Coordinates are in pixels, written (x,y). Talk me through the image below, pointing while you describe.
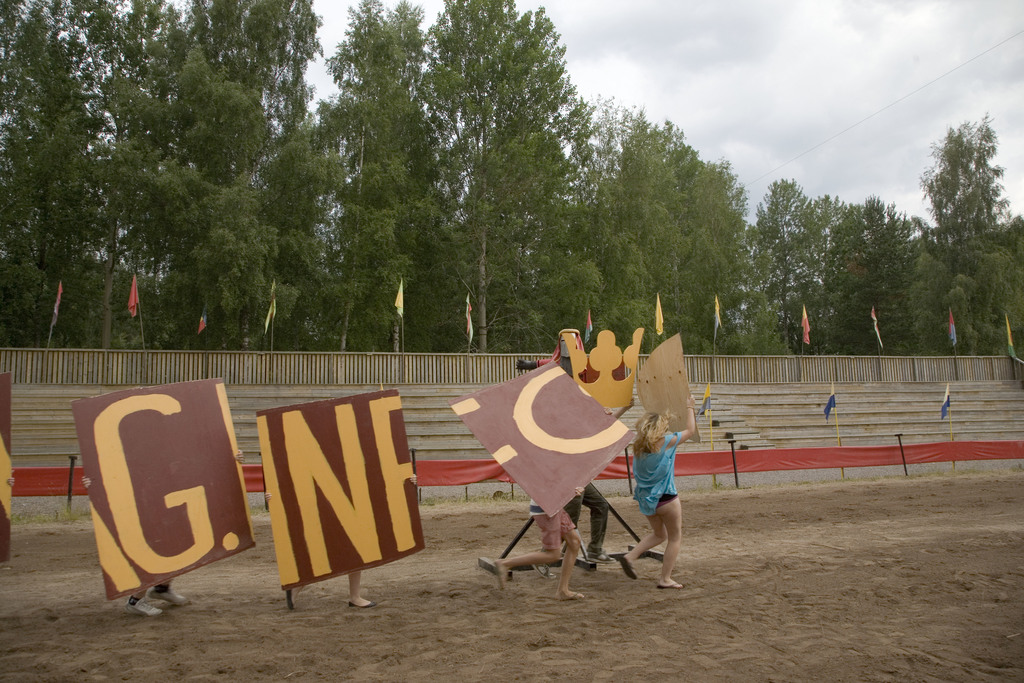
In this image we can see people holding some boards (310,489) in their hands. At the bottom of the image (583,640) there is sand (611,609). In the background of the image (606,222) there are trees (614,269), flags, staircase (894,424), sky (605,42) and clouds (678,51).
